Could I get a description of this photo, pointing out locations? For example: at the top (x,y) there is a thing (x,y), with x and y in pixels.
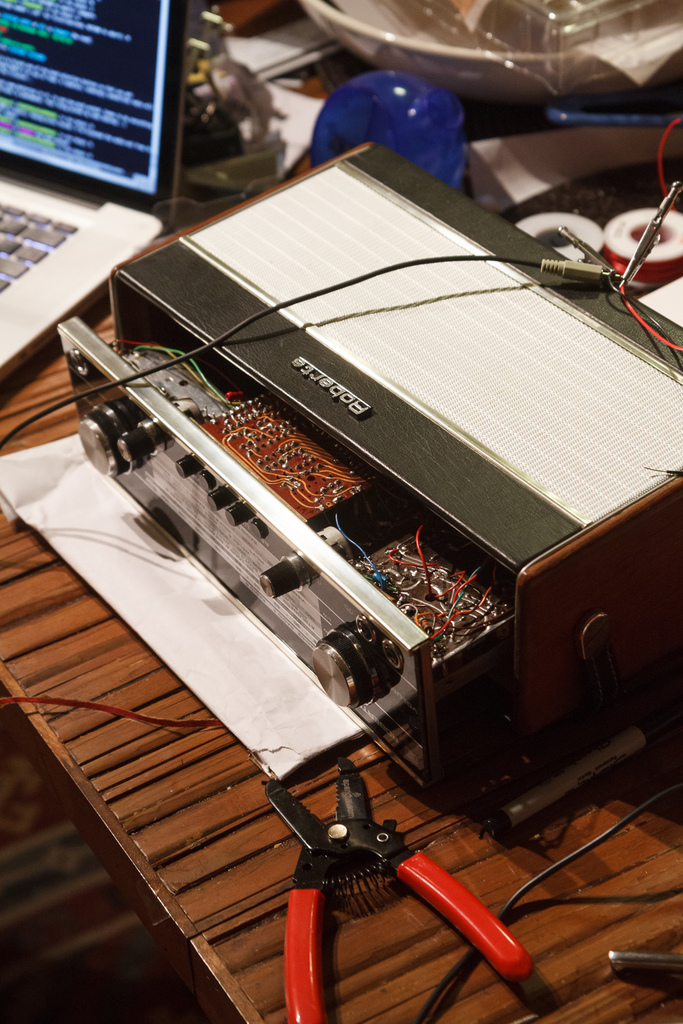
On a wooden table (680,752) we can see a laptop (90,121), tapes (656,265), an electronic device (621,375), cutting plier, wires (580,850) and few objects (327,0).
